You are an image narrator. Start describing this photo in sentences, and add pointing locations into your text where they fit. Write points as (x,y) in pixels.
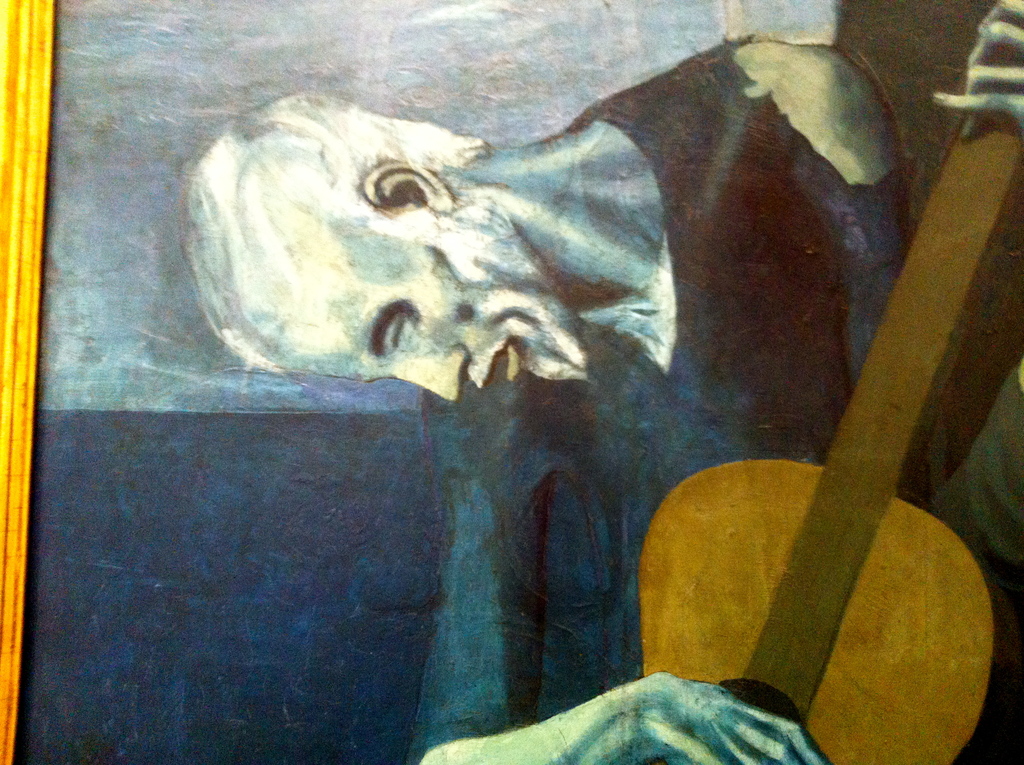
As we can see in the image there is a photo frame (113,651). In photo frame (426,413) there is a man (621,455) holding guitar (770,651).
